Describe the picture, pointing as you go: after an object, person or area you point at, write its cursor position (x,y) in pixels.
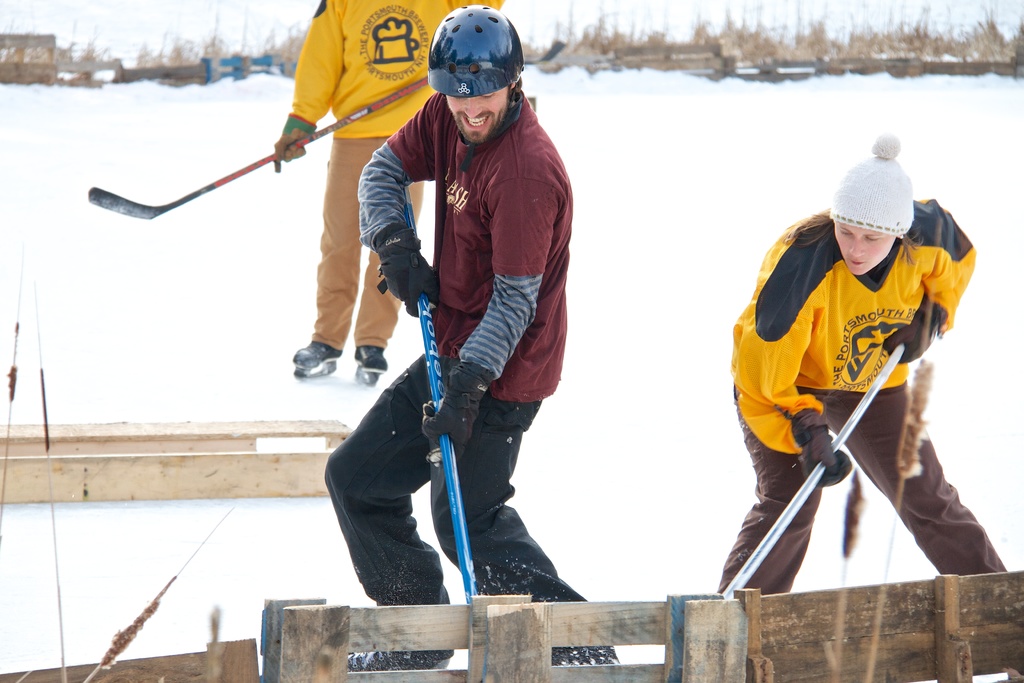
In this image there are three persons (840,337) holding hockey sticks (432,333) in hands (433,427) and playing ice hockey in a ice land (173,144), in front (296,621) there is a wooden fence (776,667), in the background (1002,37) there is grass (277,49), on the left (84,461) there is a wooden piece (133,453).
